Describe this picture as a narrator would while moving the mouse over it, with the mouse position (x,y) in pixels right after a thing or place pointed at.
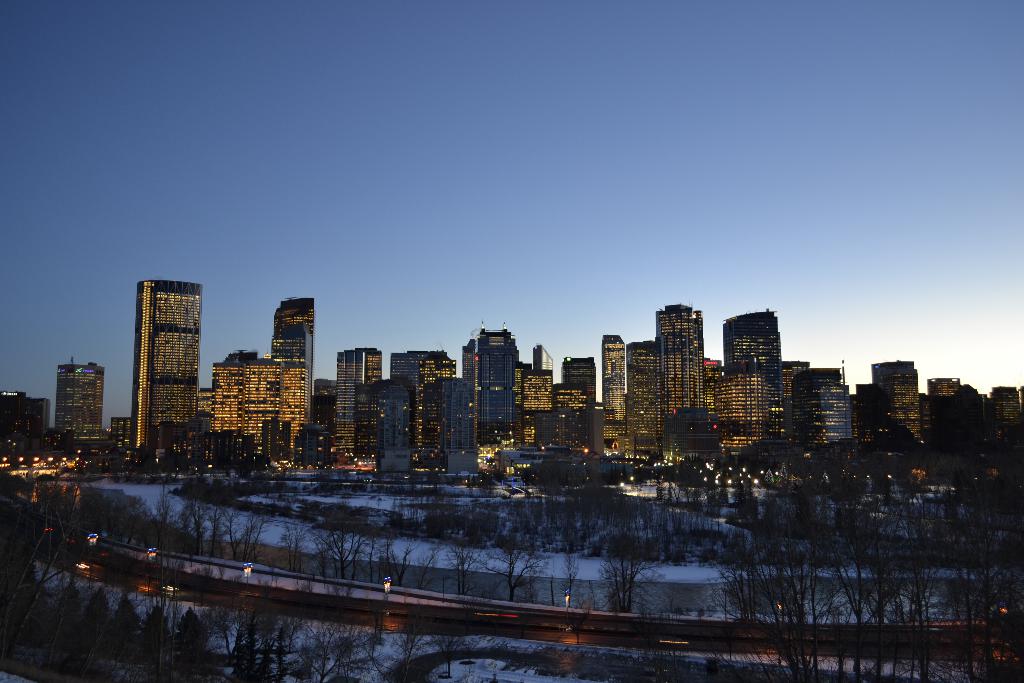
The image is taken on the night time. In this image there are so many tall buildings (303,412) with the lights (253,407). In front of them there are small plants (462,513). At the bottom (248,600) there are roads (742,648) on which there are vehicles (164,587).
